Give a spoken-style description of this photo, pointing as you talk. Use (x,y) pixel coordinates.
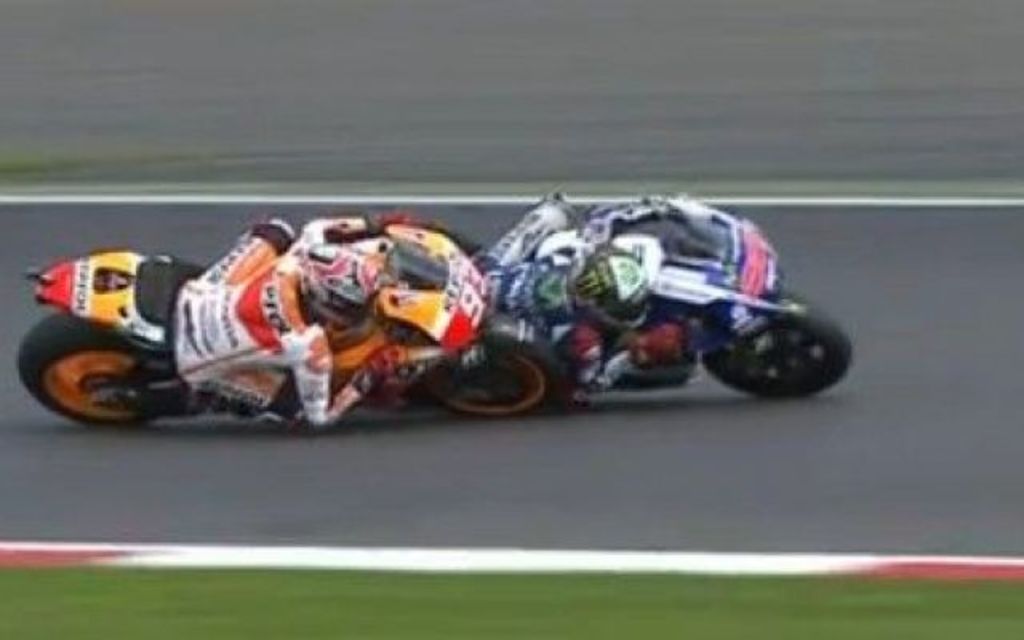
In this image we can see two people (525,295) riding racing bikes (485,290) on the road (756,423).
